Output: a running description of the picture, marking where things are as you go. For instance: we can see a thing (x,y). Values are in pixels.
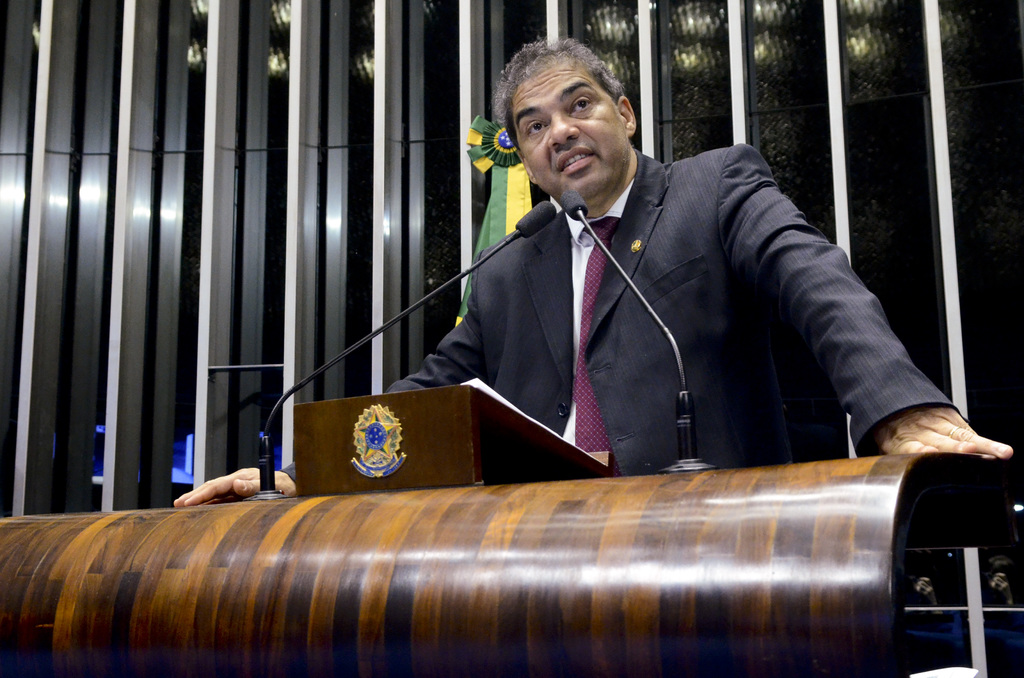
In the center of the image (643,329) there is a person (633,195) standing near a podium (523,503). In the background of the image (315,55) there is a wall (401,212).
